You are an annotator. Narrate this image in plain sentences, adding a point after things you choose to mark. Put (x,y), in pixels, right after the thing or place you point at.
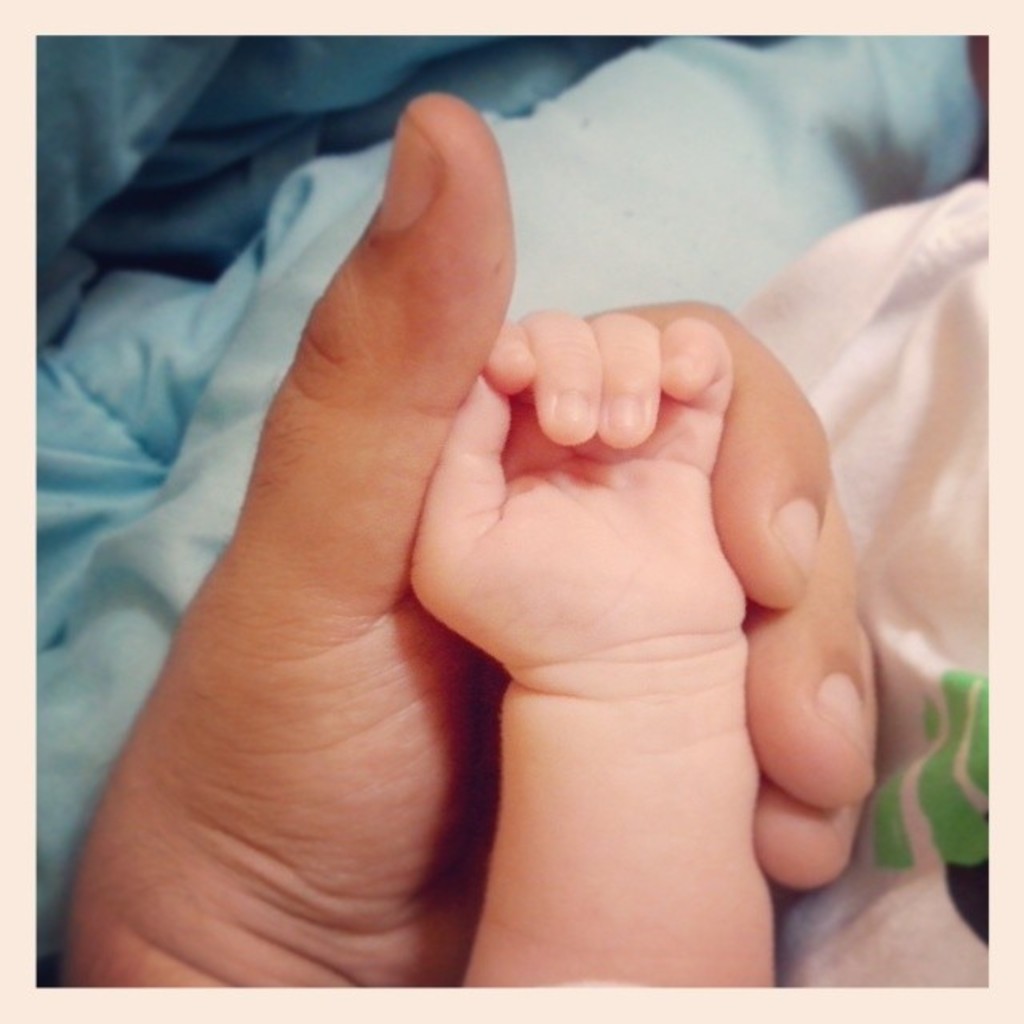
As we can see in the image there is a person hand (250,559) holding child hand (596,565) and there is white color bed sheet (546,187).
